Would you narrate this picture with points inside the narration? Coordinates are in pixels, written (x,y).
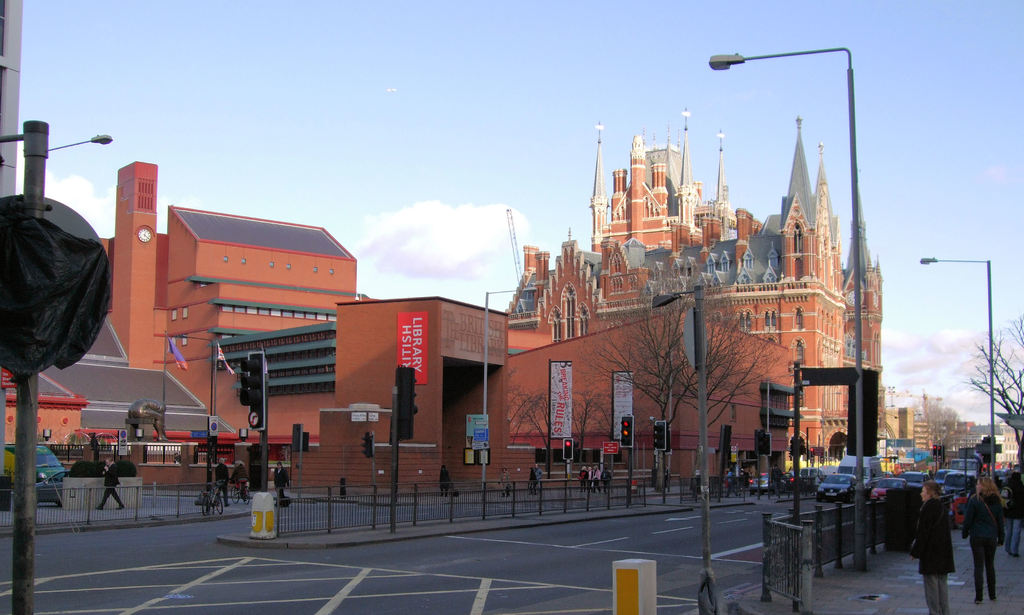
In this image at the center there are cars (852,463) on the road (673,519). At front there are buildings (472,306). In front of the buildings (350,434) there are traffic signals (370,437). At the right side of the image (784,544) there is a metal fencing (847,513). Behind that people (1023,512) were standing. There are trees (1012,399) at the right side of the image (1005,399). At the background (928,316) there is sky (456,94).
